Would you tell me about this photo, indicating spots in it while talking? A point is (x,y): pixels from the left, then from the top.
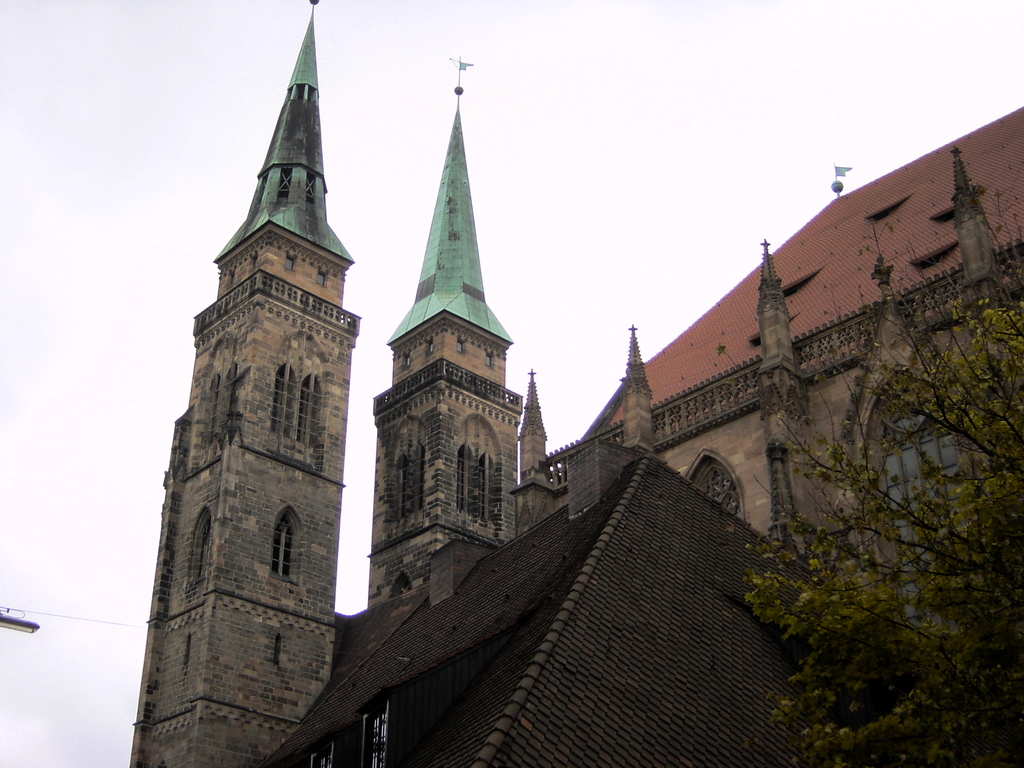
In this image I can see a building (736,443), glass windows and trees (909,562). The sky (737,263) is in white color.
